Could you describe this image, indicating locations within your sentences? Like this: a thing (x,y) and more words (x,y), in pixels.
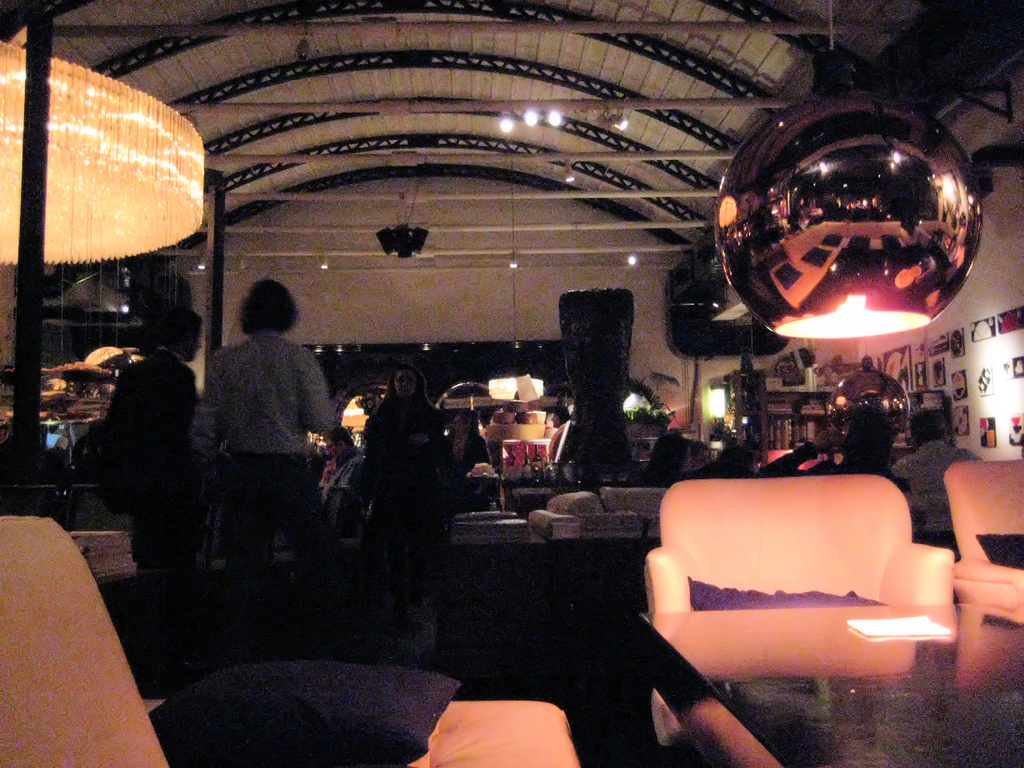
In this picture we can see inside view of the hotel (632,546) in which numbers of sofa (753,522) are there, one woman (374,438) and two man (289,396) are discussing something, Behind we can see the many sofas (613,499) and chandelier lights (124,176) on the top (396,63), Metal frame (504,69) and shed (553,97). In front (751,703) we can see a sofa (802,553) with center table (956,674) and hanging light (831,251) on the top (885,253).
